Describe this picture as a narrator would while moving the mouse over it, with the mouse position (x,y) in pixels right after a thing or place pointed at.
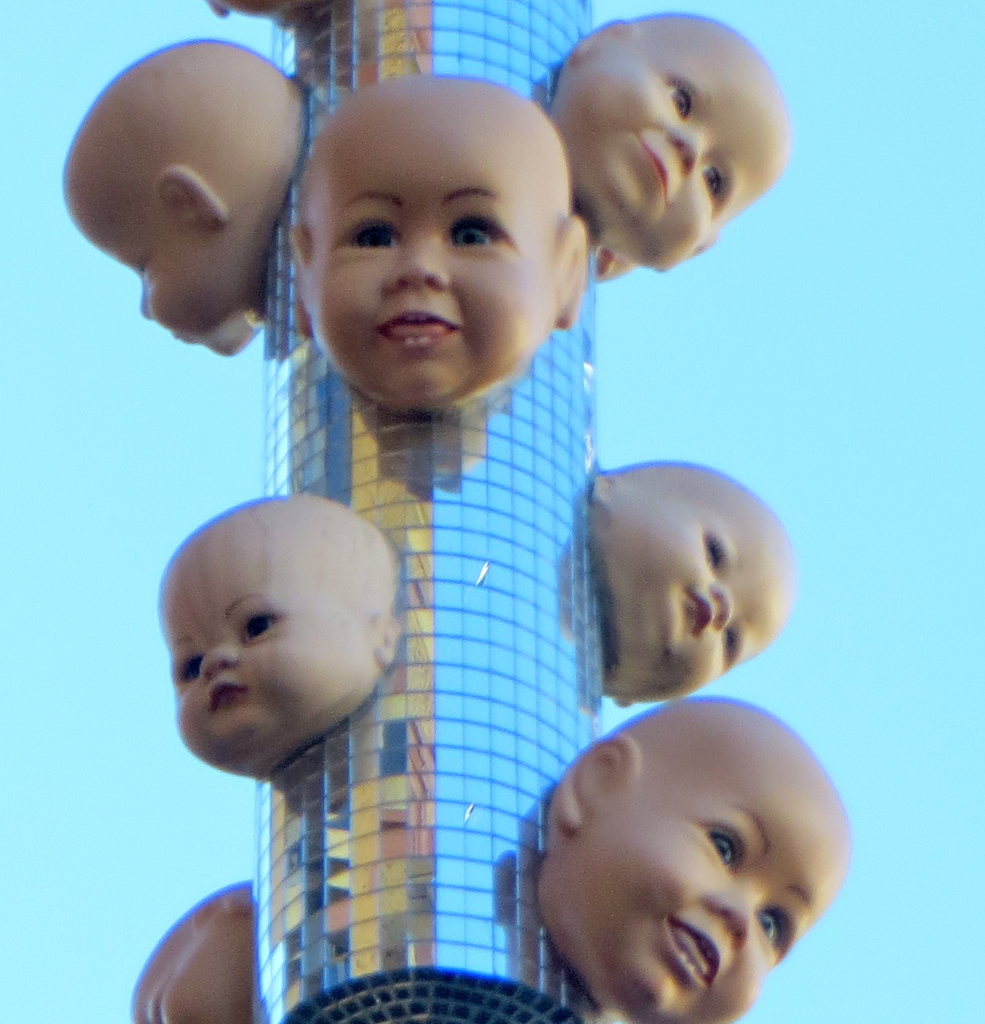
In the picture I can see the glass tower building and there are baby faces (489,265) attached to the building (595,680).
